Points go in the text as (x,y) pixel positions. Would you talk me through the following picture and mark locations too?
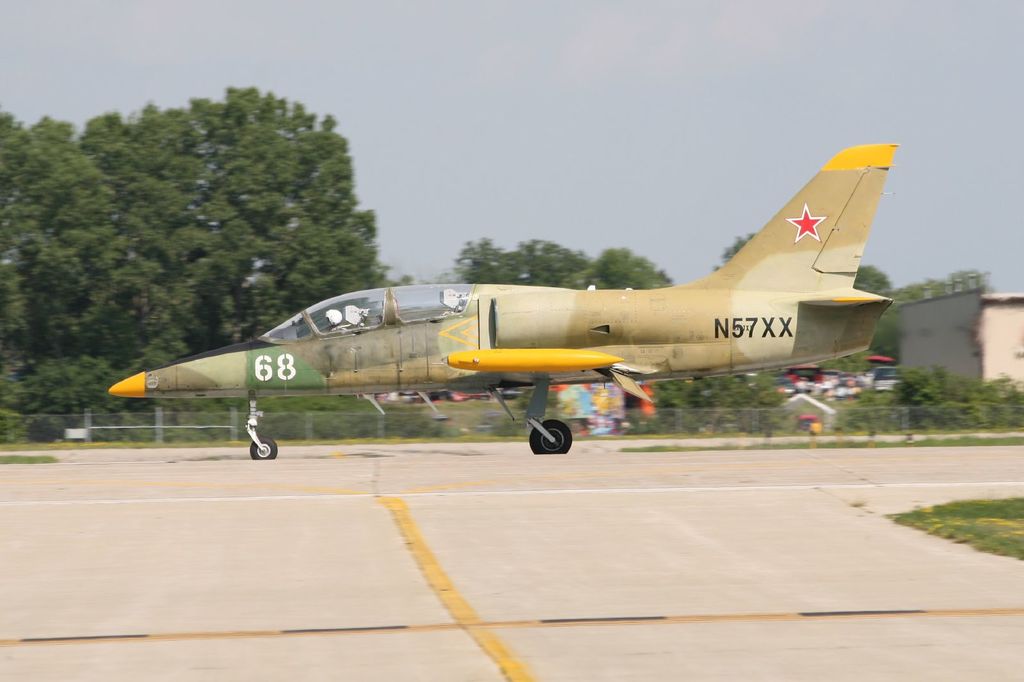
In the image we can see a jet (495,333), in it there is a person (343,322) sitting. There is a road (556,504), grass (940,521), vehicles (825,375), fence (433,423), trees (323,202) and a sky (536,136).
